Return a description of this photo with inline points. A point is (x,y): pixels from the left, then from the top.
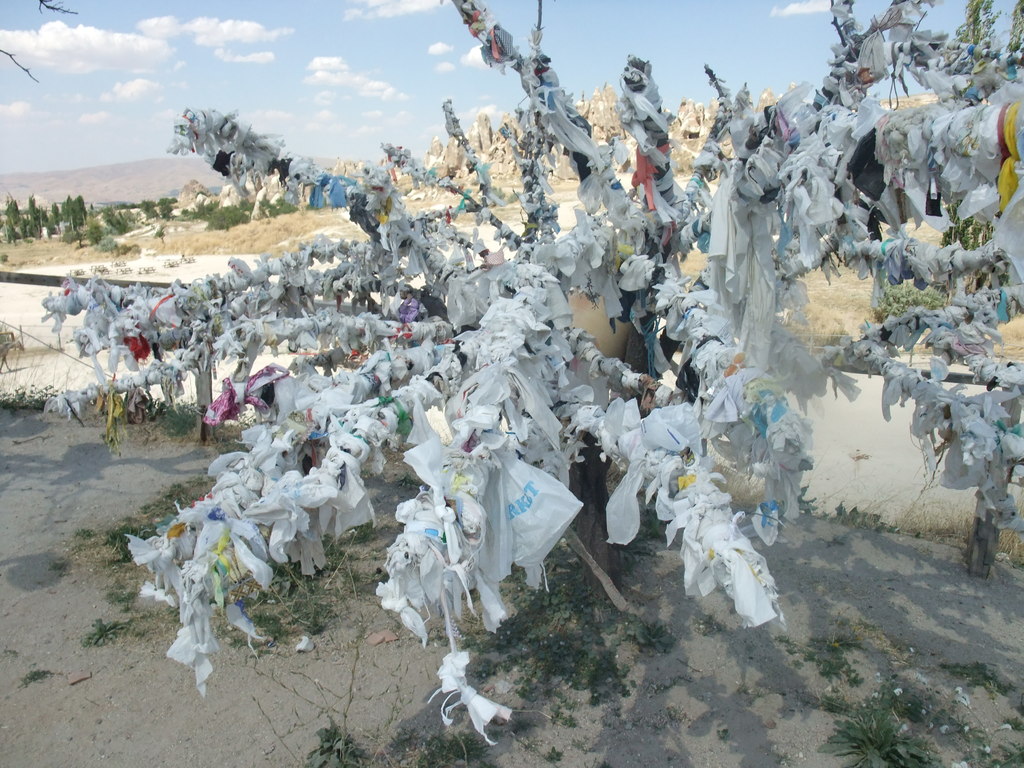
In this picture we can see some trees (83,225) in the background (32,214), we can see sticks (479,208), clothes (536,320) and covers (494,313) here, there is the sky (396,57) at the top of the picture (376,51).
